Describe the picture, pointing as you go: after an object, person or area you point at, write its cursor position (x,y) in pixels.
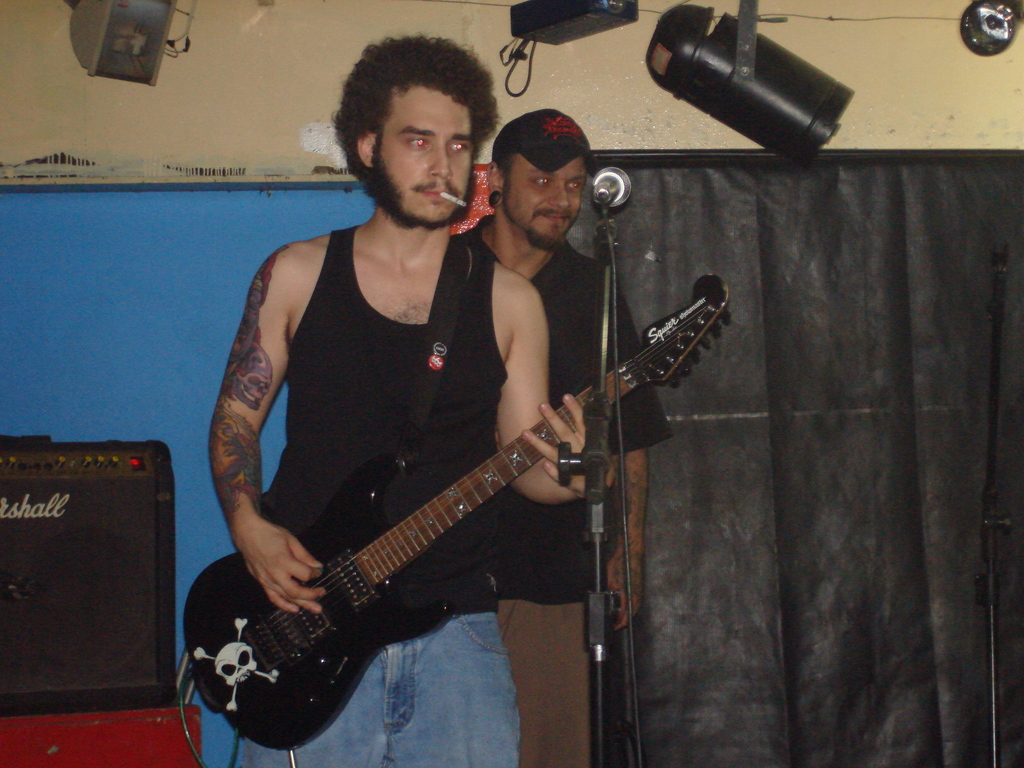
there is a man (539,497) holding a guitar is smoking and the other man (578,684) at his back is smiling.
